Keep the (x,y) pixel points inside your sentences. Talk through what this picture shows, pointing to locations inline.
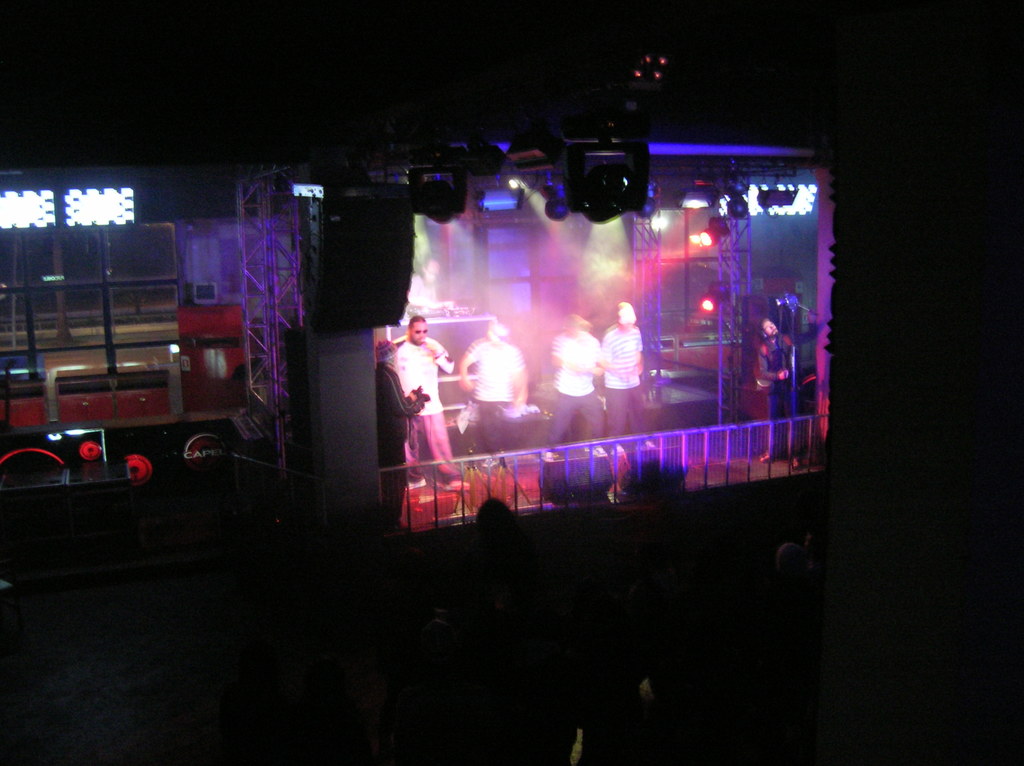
There are few people (420,384) standing. This looks like a stage show. These are the show lights (590,215). I think this is a speaker (355,282), which is attached to the wall (338,340). This looks like a lighting truss (263,271). The background (378,165) looks dark.
